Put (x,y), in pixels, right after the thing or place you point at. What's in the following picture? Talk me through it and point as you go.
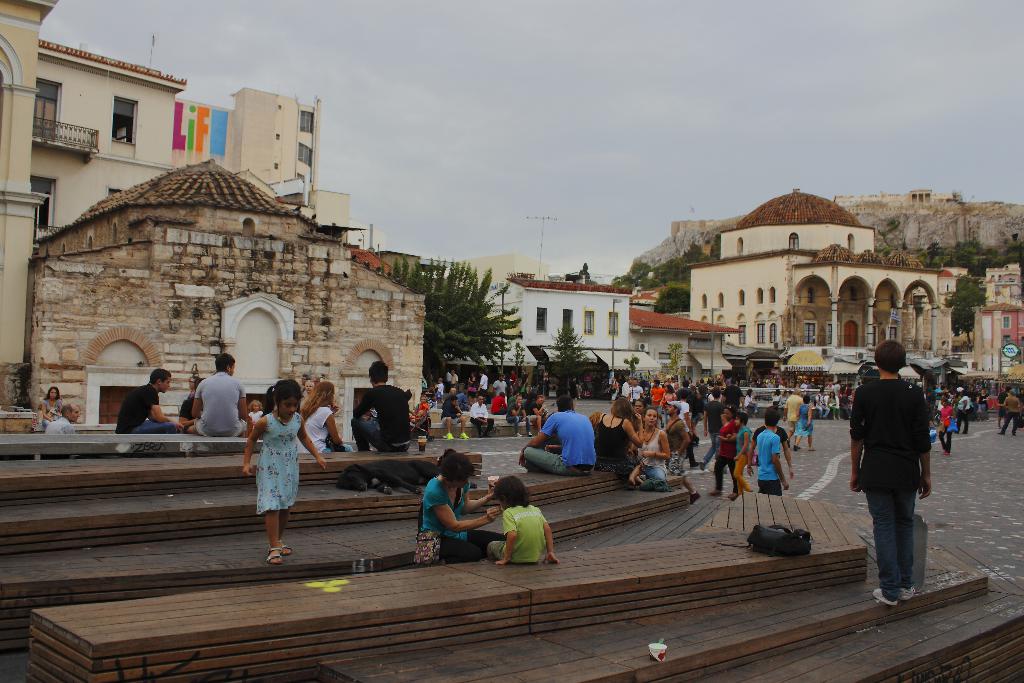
In this image, we can see some people (651,428) sitting and there are some people (723,476) walking, we can see some buildings (807,292) and there are some trees (438,311), at the top (596,67) there is a sky (568,64) which is cloudy.
